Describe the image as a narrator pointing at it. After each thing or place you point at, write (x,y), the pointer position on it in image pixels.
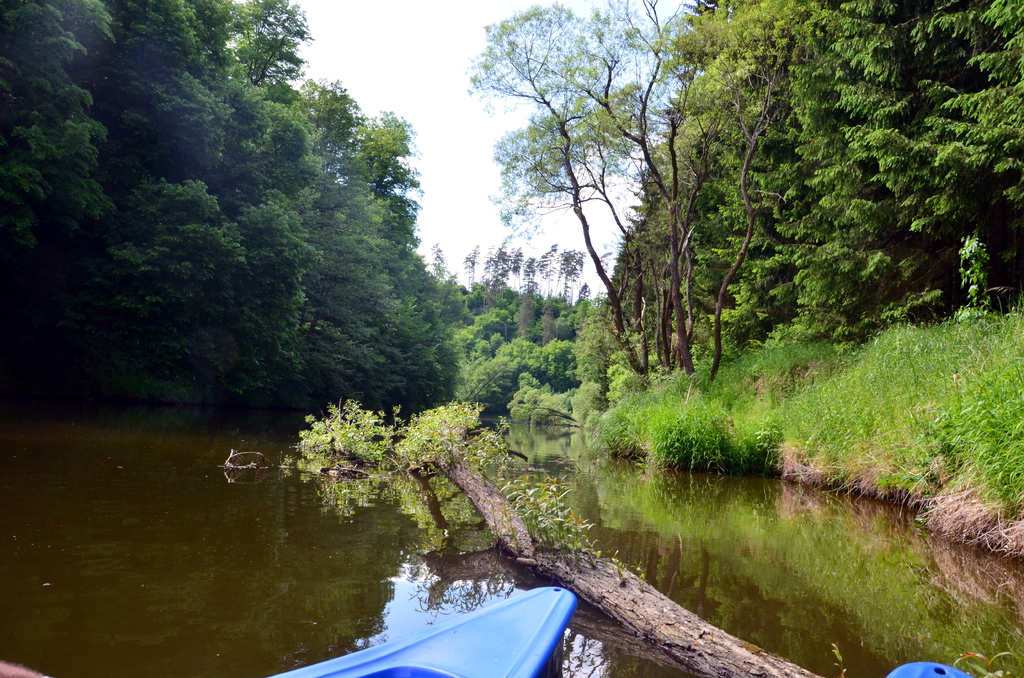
This picture is clicked outside the city. In the foreground (639,660) we can see the blue color objects (522,634) seems to be the boats (553,634) and there is a trunk (515,533) of a tree (506,520) in the water body (879,536) and we can see the green grass (782,364), trees (609,312) and some plants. In the background (447,117) there is a sky (532,257).
